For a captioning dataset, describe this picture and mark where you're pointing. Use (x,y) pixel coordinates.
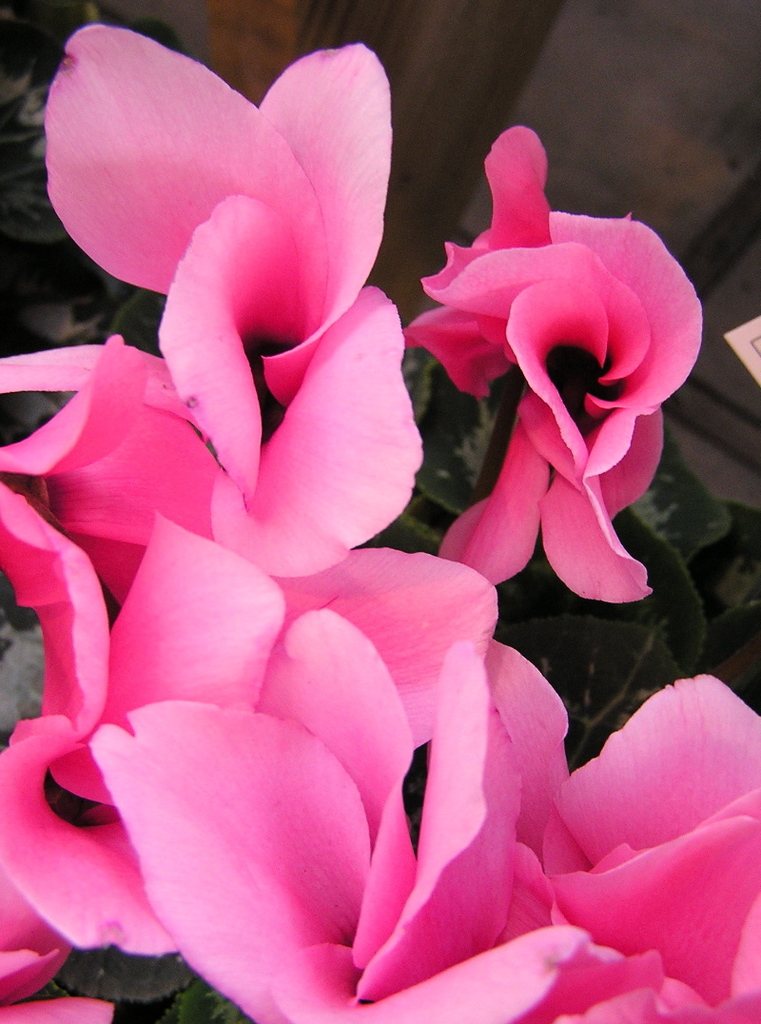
In this image we can see many flowers (425,658) to a plant (431,769).
